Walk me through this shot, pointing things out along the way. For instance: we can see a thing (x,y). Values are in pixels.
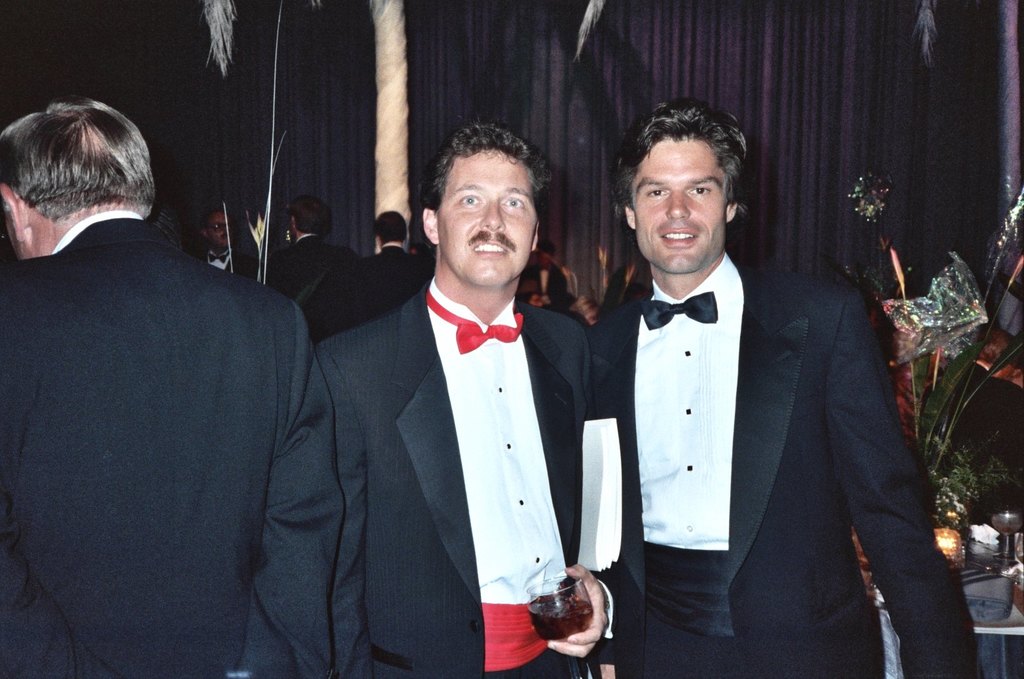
In the center of the image (376,354) we can see two people (788,454) standing. The man (510,609) standing on the left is holding a wine glass (543,593) in his hand (596,608). In the background (302,282) there are people (224,310) and curtains (597,109). On the right (1006,643) we can see a table (1016,622) and there are some decors (946,539) and glasses (1018,551) placed on the table (993,627).
